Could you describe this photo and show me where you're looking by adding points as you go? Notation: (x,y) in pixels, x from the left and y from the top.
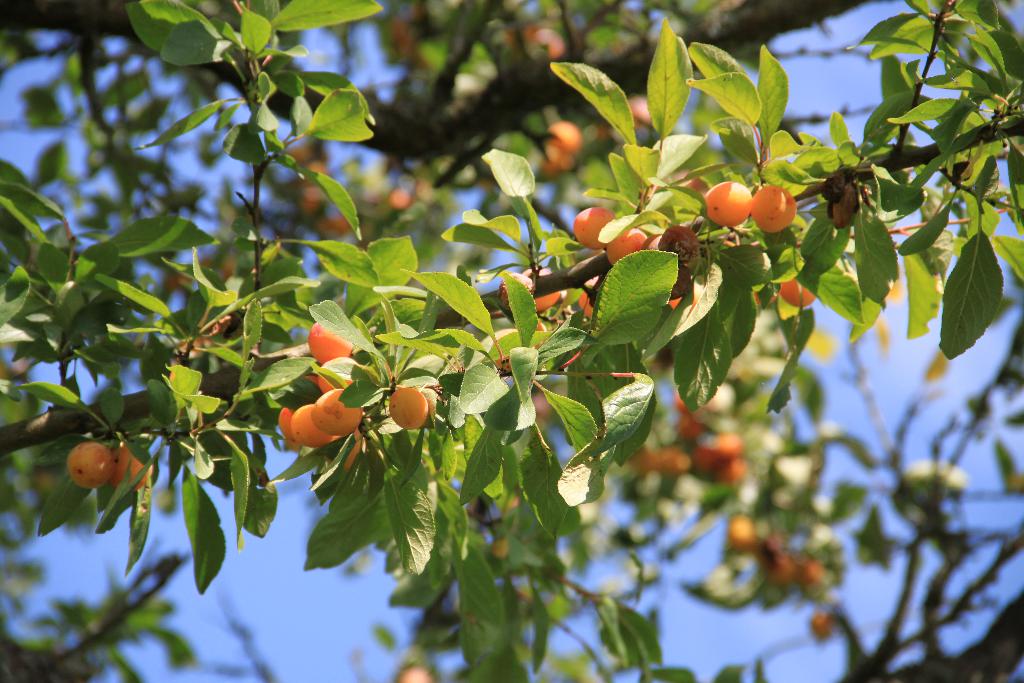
In this picture I can see the fruits (591,225) on the tree (495,272). In the center (410,367) I can see many leaves (424,352). In the back (354,576) I can see the sky (235,577).
